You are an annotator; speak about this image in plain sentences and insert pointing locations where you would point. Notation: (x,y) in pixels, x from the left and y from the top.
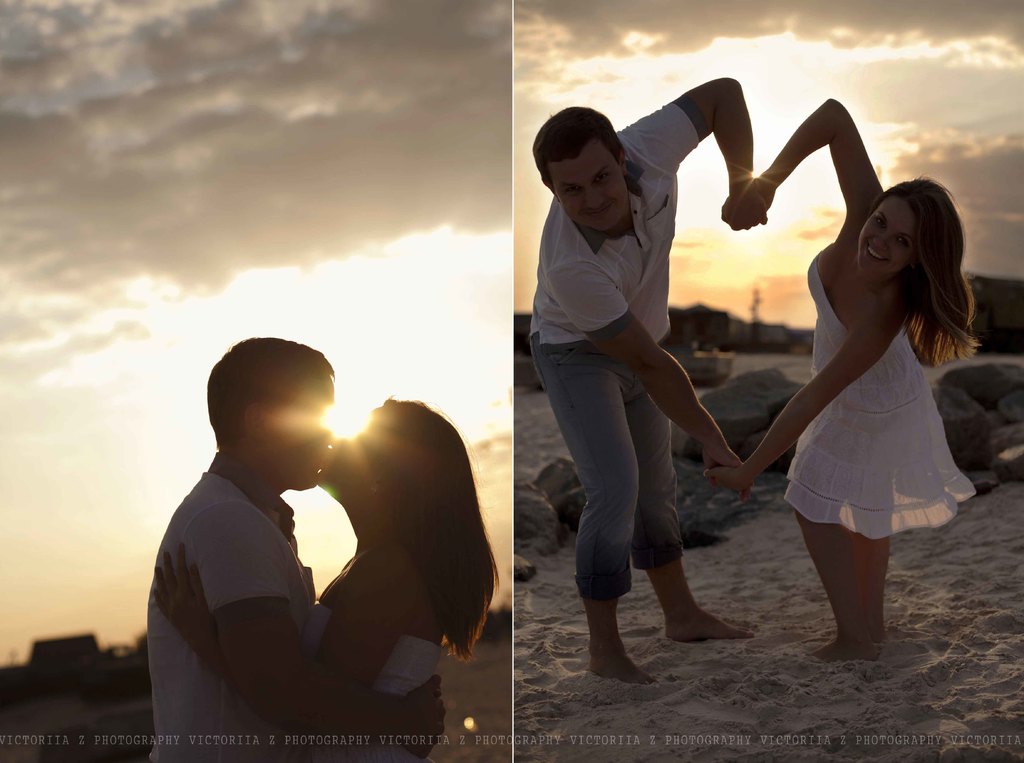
In the image I can see the collage of two pictures in which there is a lady (443,422) and a guy (202,507) who are kissing and in the other picture they are holding their hands (728,210).
